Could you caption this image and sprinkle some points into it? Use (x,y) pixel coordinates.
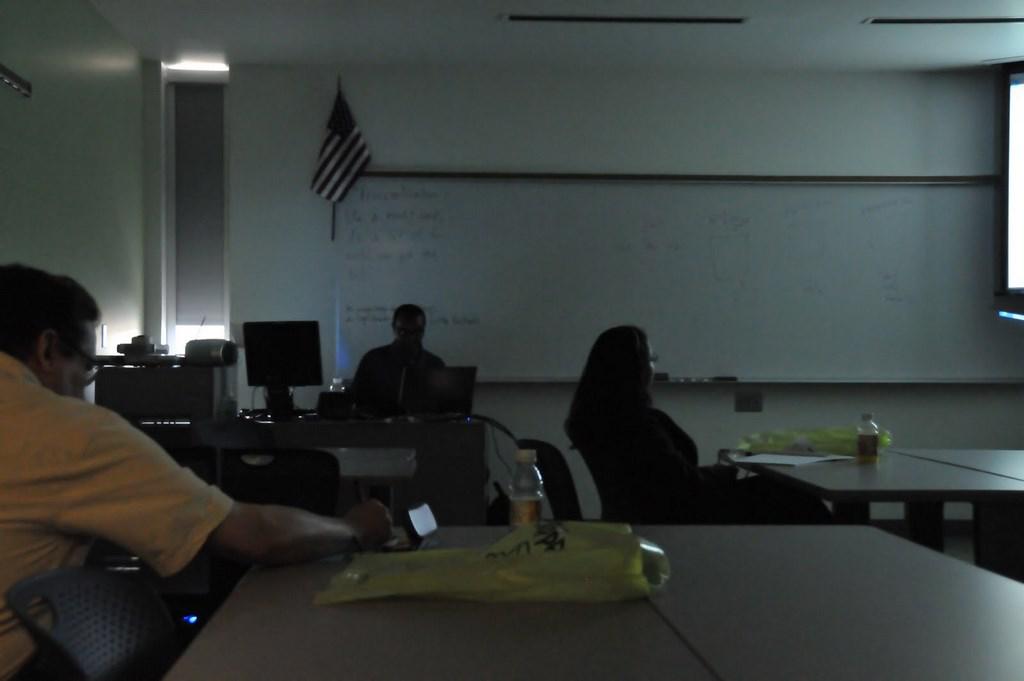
In this image, we can see people (613,470) sitting on the chairs (285,462) and there are monitors (273,380), bottles (869,448), covers (593,523) and some other objects (210,363) are on the tables (686,624). In the background (329,183), there is a flag (361,161) and we can see a board (716,249) on the wall (617,101) and there are lights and a window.
